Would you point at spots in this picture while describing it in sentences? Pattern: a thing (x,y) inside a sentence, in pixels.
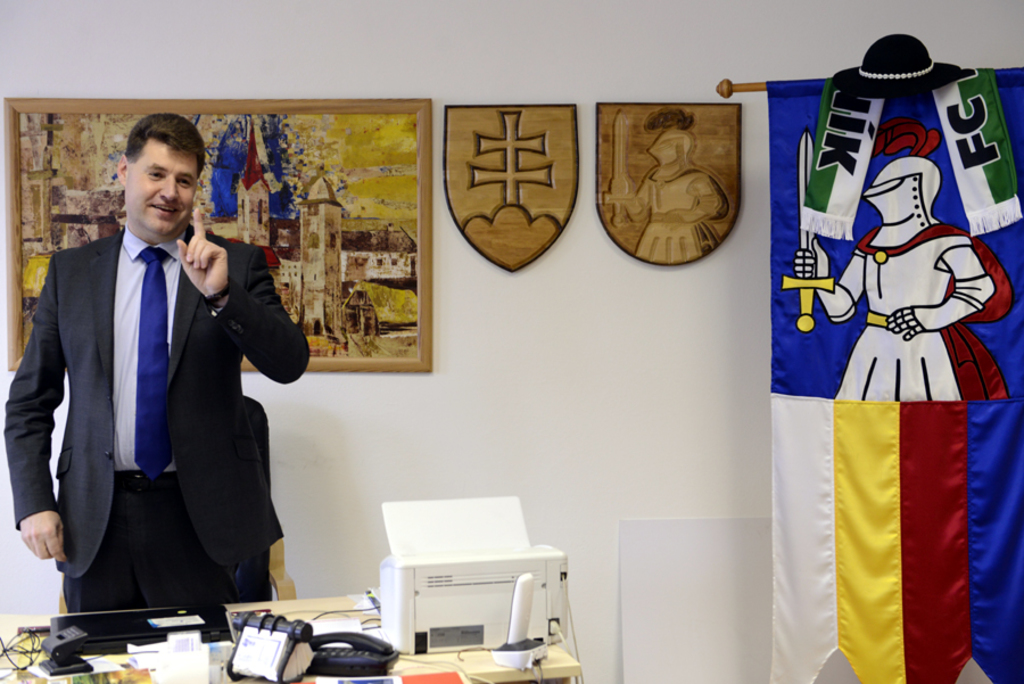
In this image we can see a man (79,336) is standing, he is wearing a suit (252,264), at the back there is a chair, in front (437,670) there is a table (461,655), laptop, telephone (324,654), papers (271,660) and some objects (246,633) on it, there is a wall (138,89) and photo frames (271,150) on it, there is a flag (899,267) and cap (836,86) on it.
